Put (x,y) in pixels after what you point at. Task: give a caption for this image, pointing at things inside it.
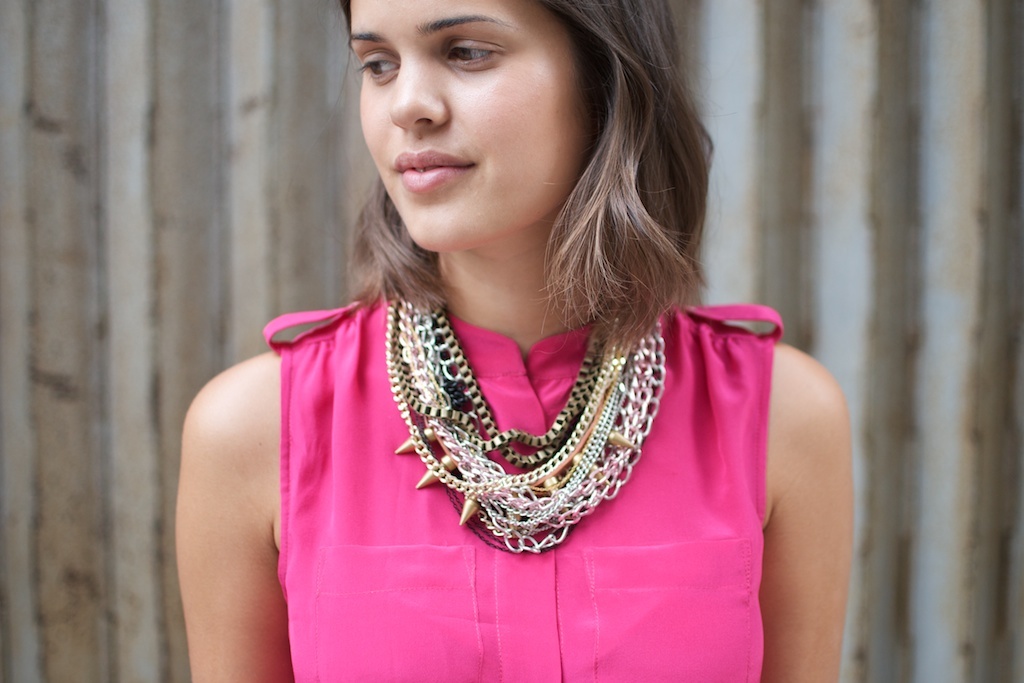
In this image we can see a lady (508,416) wearing pink color dress (585,551), and some necklaces (547,442).
